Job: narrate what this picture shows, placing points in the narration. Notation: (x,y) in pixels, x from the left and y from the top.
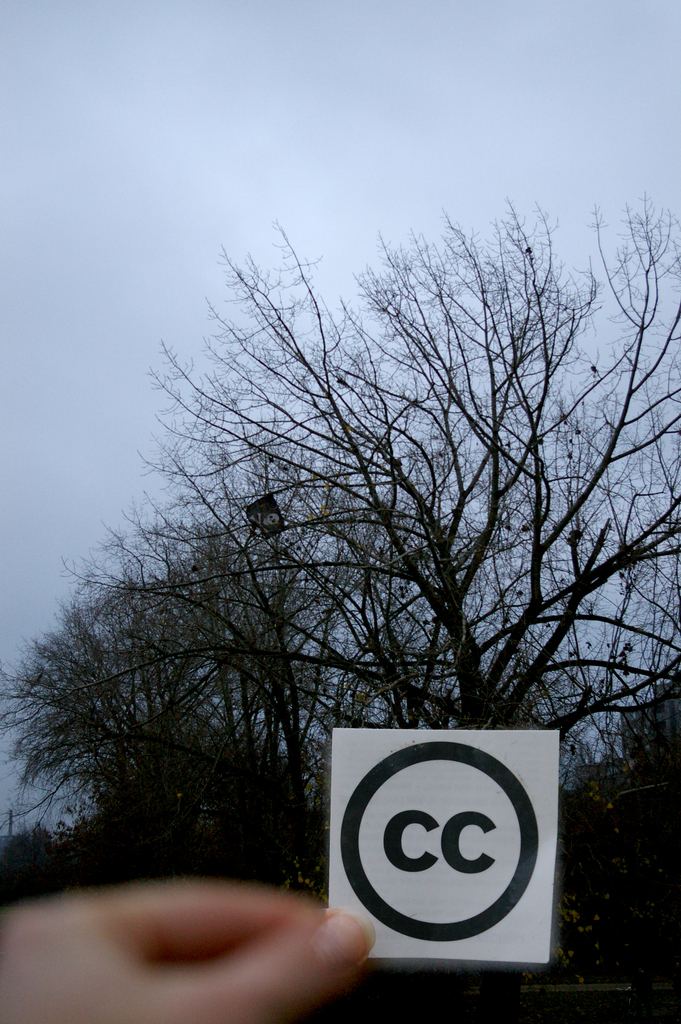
In the image there is a person (20,971) holding a sign sticker (458,754) in the front (375,887) and behind there are trees (228,627) and above its sky (181,149).
